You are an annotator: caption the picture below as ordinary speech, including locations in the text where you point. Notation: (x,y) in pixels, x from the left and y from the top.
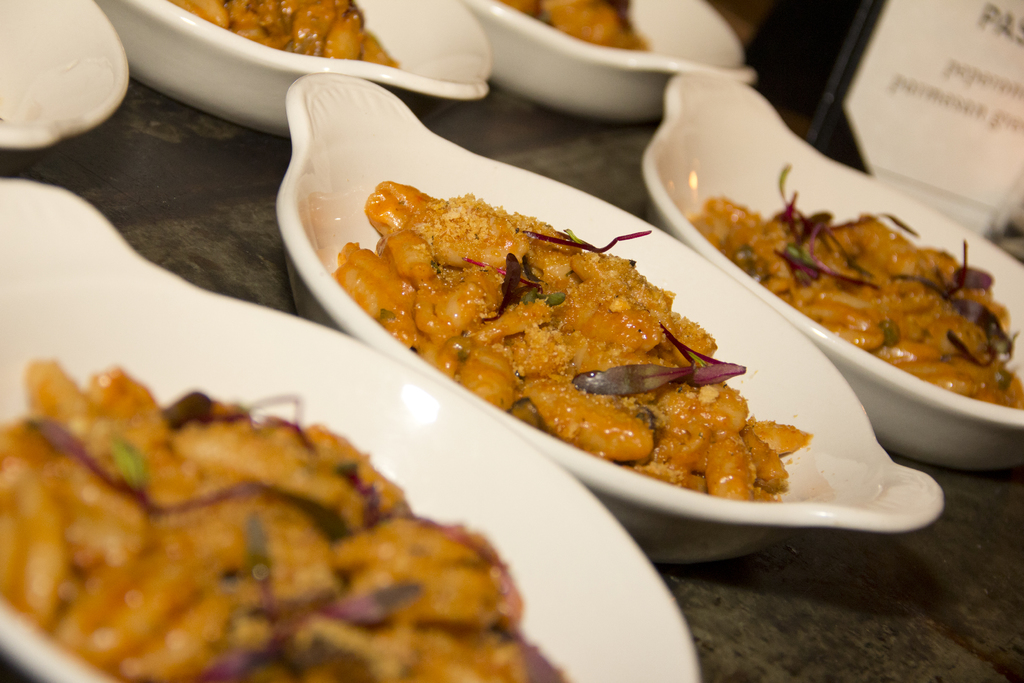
We can see bowls (137,272) with food (752,223) and object (868,36) on the surface (755,603).
